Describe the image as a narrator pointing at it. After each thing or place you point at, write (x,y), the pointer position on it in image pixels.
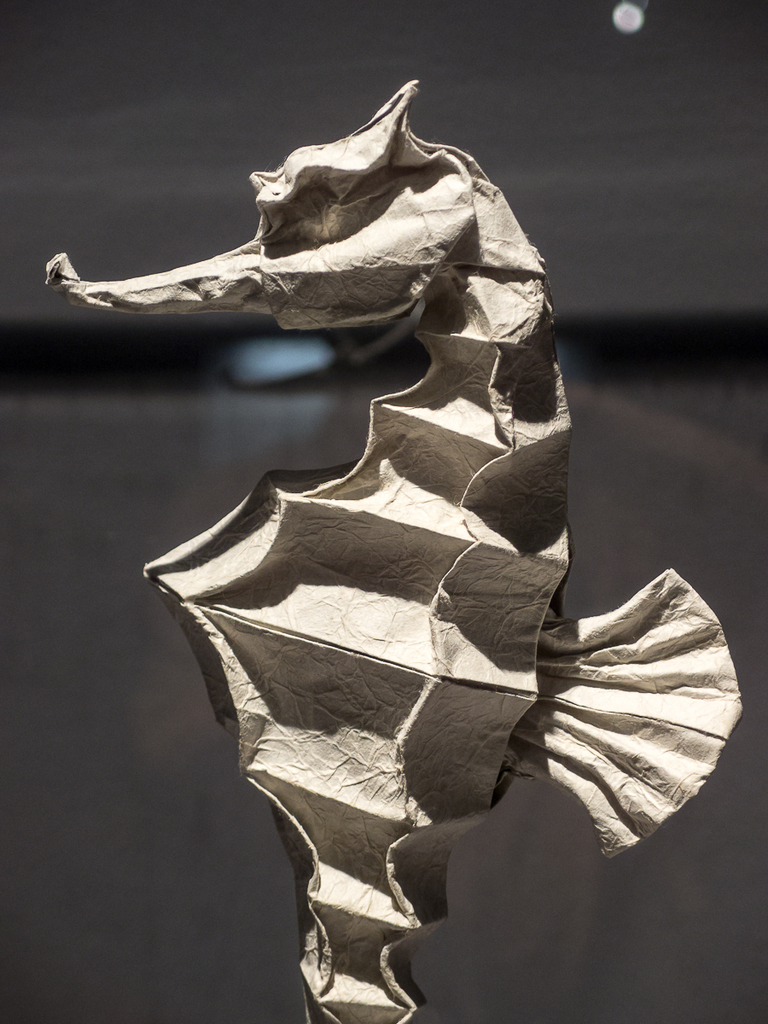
In the picture we can see a seahorse (574,754) made with a paper (689,770).
